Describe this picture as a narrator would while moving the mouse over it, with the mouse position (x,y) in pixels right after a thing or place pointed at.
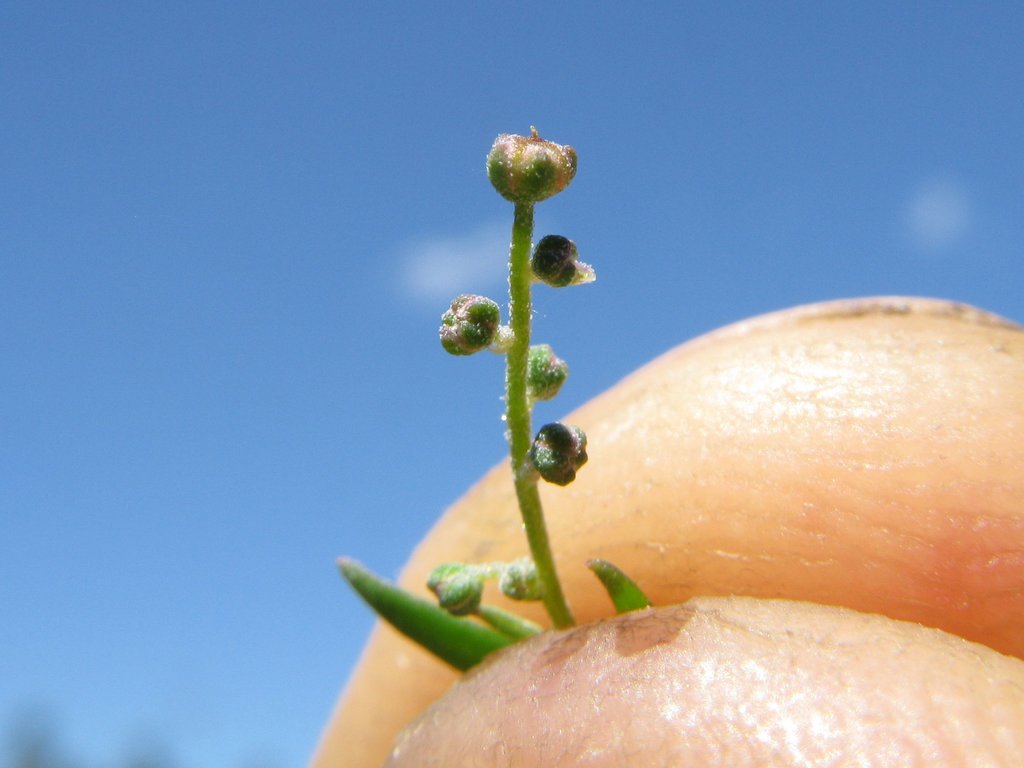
In this image we can see a person (994,365) is holding a bud (525,189) in the hand (485,486), there is a sky (420,195).
